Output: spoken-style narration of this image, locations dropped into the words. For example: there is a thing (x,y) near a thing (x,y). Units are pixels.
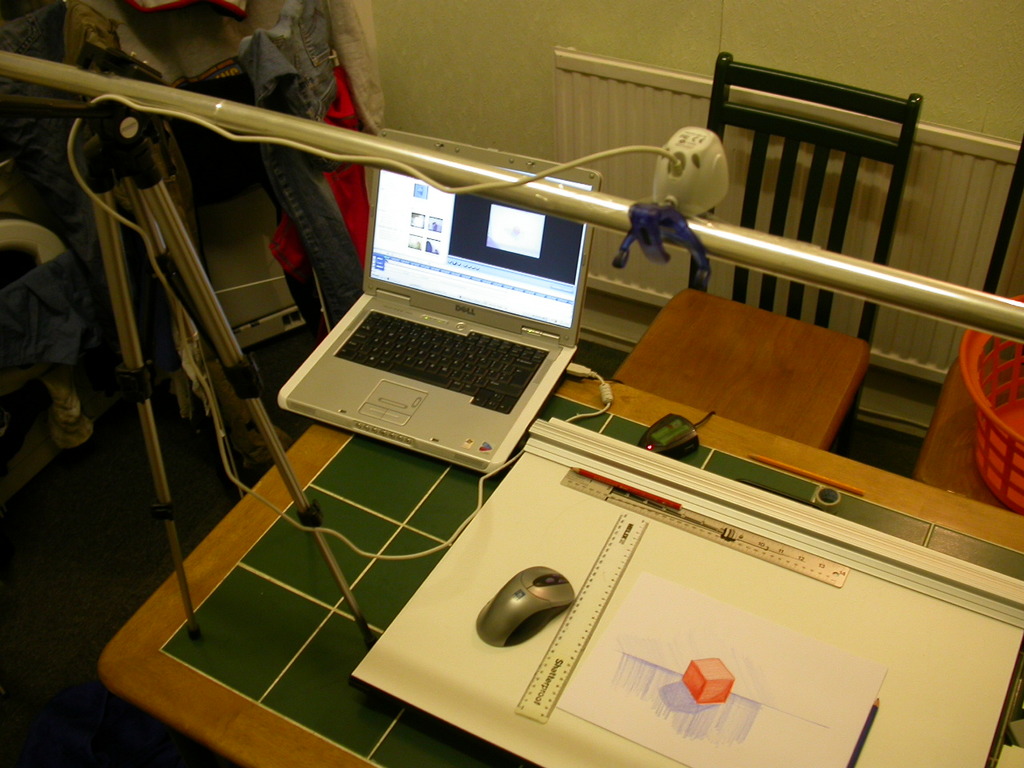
there is a laptop (338,355) on the table (329,431) with the chart paper (415,634) scale (760,552) pencil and behind that there is a chair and a stand (978,314).
